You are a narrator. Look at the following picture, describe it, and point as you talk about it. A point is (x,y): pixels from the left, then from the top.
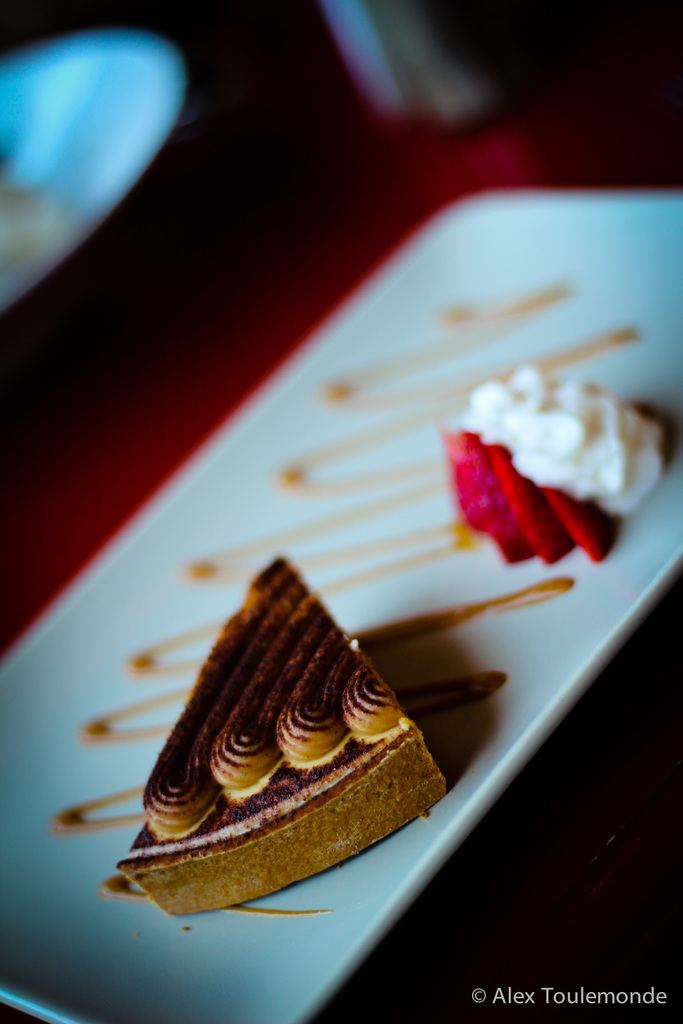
Here we can see tray (556,609) with cream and food (301,822) on the surface (280,302). In the background (323,150) it is dark. In the bottom right side of the image (577,998) we can see water mark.
